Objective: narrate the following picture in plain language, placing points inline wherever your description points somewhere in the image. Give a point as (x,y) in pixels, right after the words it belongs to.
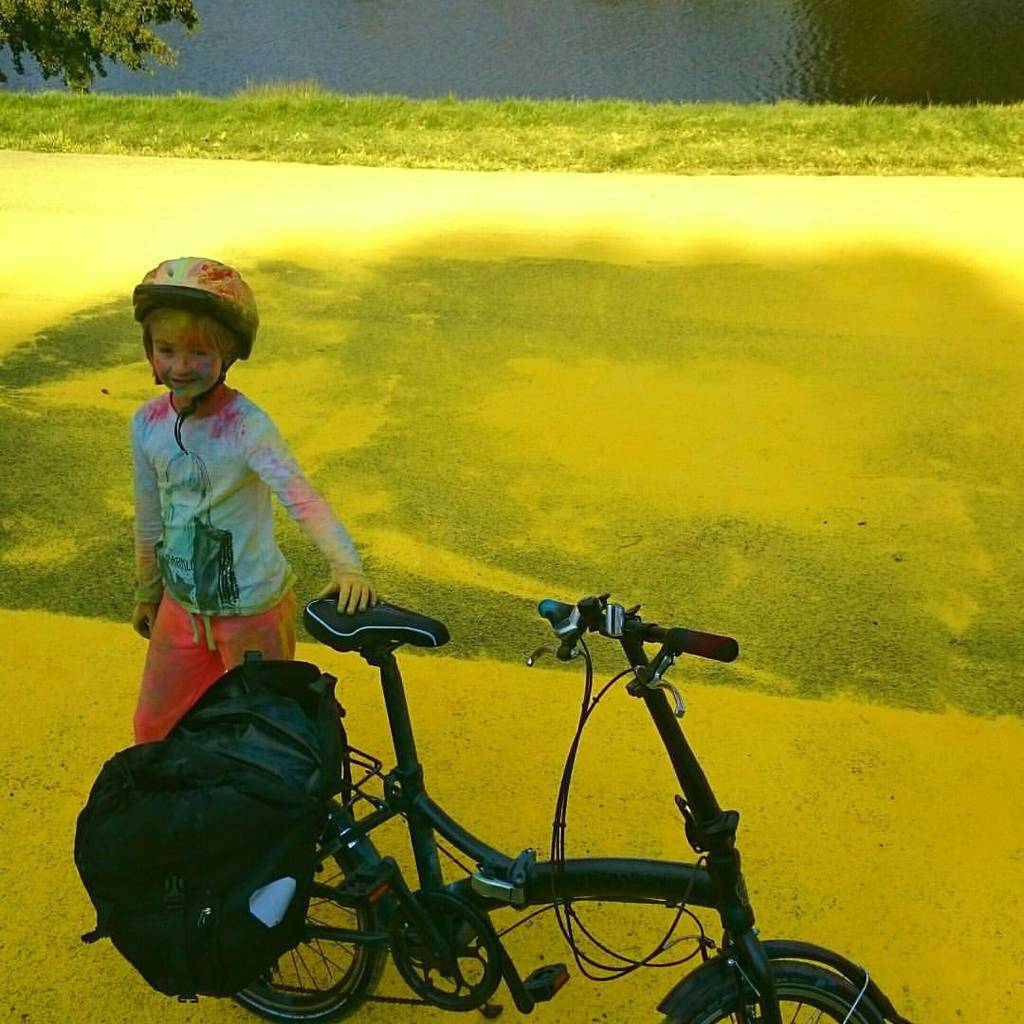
In this image we can see a kid (199,345) wearing a helmet (248,301) and standing on the road (84,576), there is a cycle (401,898) in front of the kid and a bag (248,761) on the cycle (475,892), in the background (93,34) there is a tree (121,38), grass (654,152) and the water (640,59).
